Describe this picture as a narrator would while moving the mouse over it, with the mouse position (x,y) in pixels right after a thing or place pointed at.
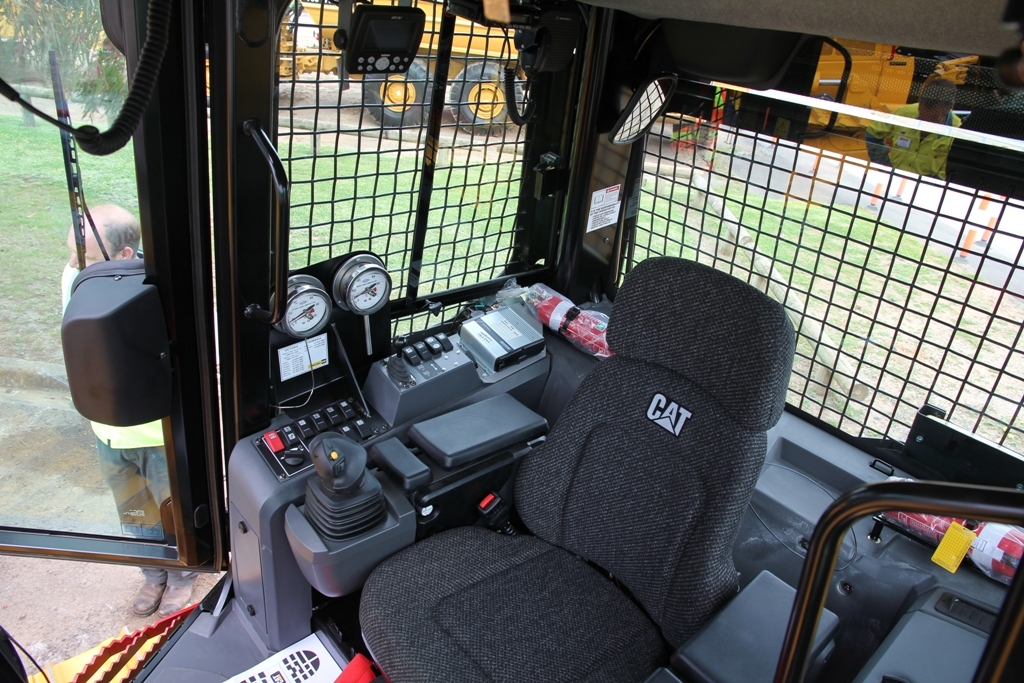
This is clicked inside a vehicle (153,317), there is seat (658,507) in the middle (668,383) with controls (319,523) on either side of it and outside the vehicle (114,379) there is a person (71,259) standing on the grassland (292,256).
